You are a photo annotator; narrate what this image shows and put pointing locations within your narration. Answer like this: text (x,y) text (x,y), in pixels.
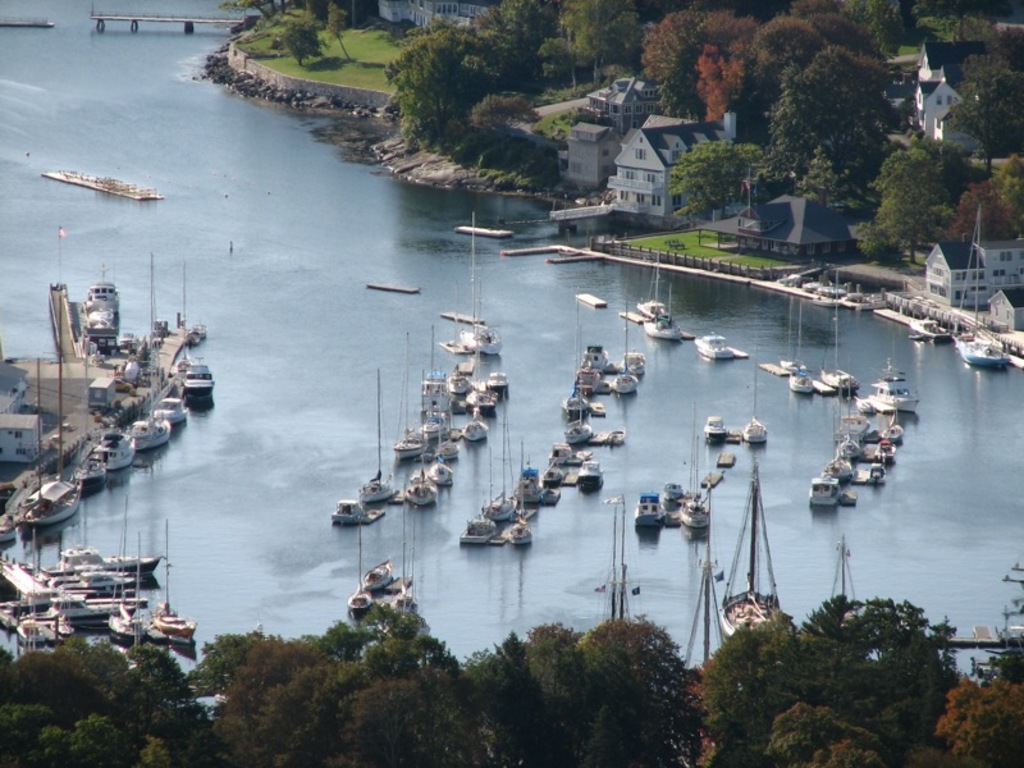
As we can see in the image there is water (245,373), boats (156,409), trees (801,665), buildings (815,235), grass (356,59) and fence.
